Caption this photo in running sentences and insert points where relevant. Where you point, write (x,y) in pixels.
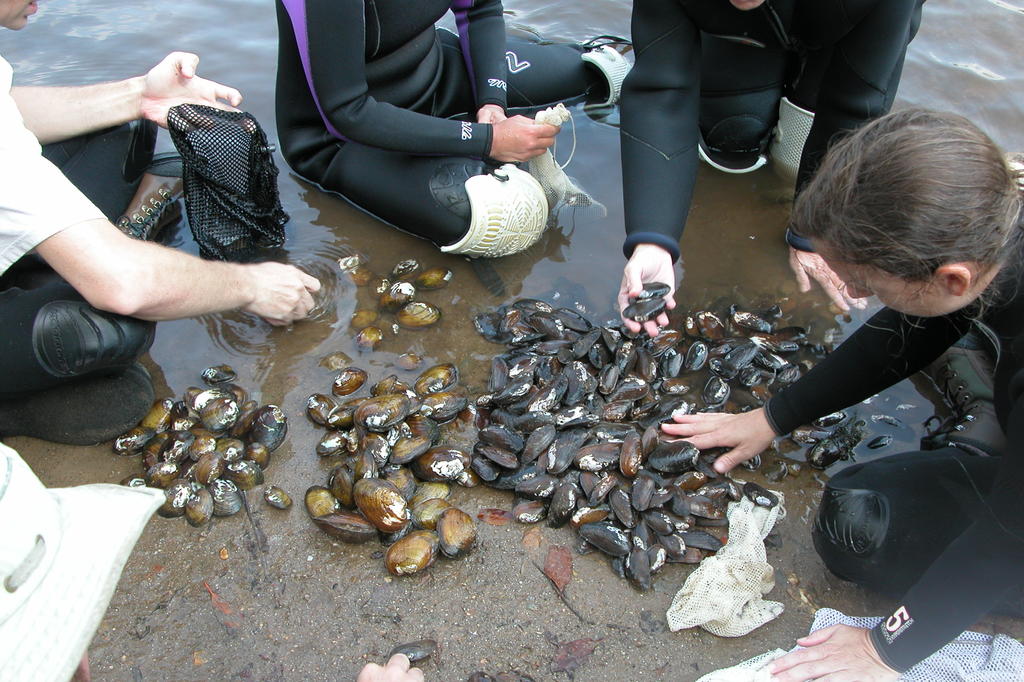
In this image there are few people (471,125). They are collecting shell fishes (351,448). On the ground (315,479) there are shell fishes (398,446). This is the water body (166,15).
